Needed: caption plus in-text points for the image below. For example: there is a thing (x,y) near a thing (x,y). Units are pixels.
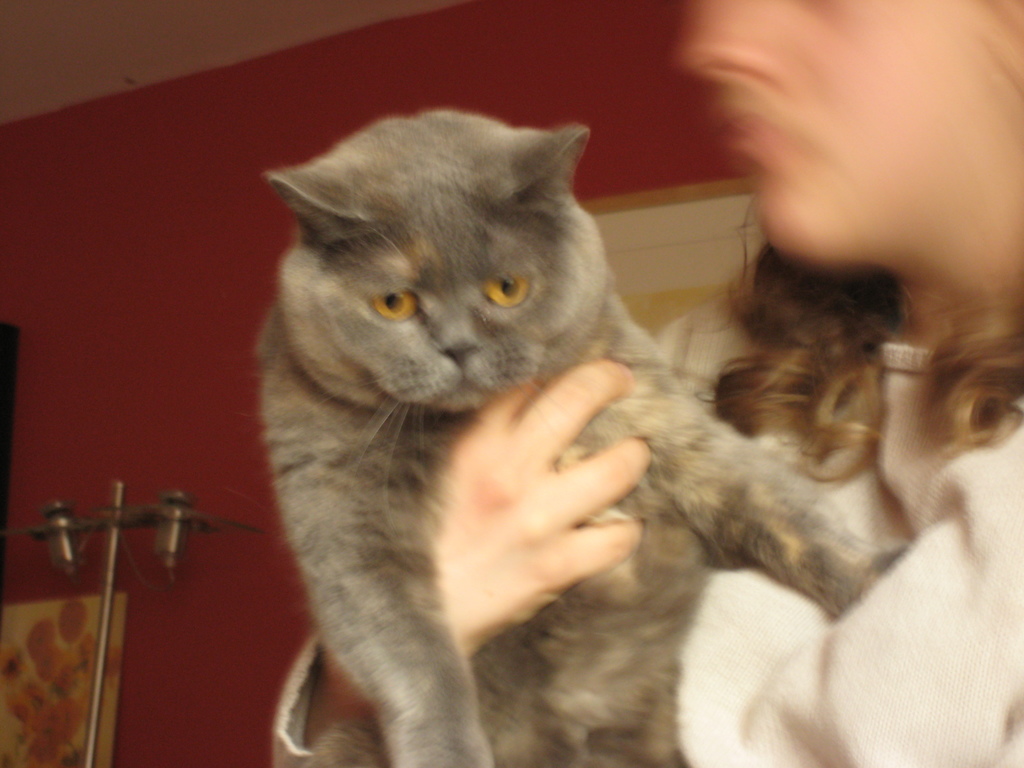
a person (986,460) is catching a cat (546,313) with hands (609,372).
